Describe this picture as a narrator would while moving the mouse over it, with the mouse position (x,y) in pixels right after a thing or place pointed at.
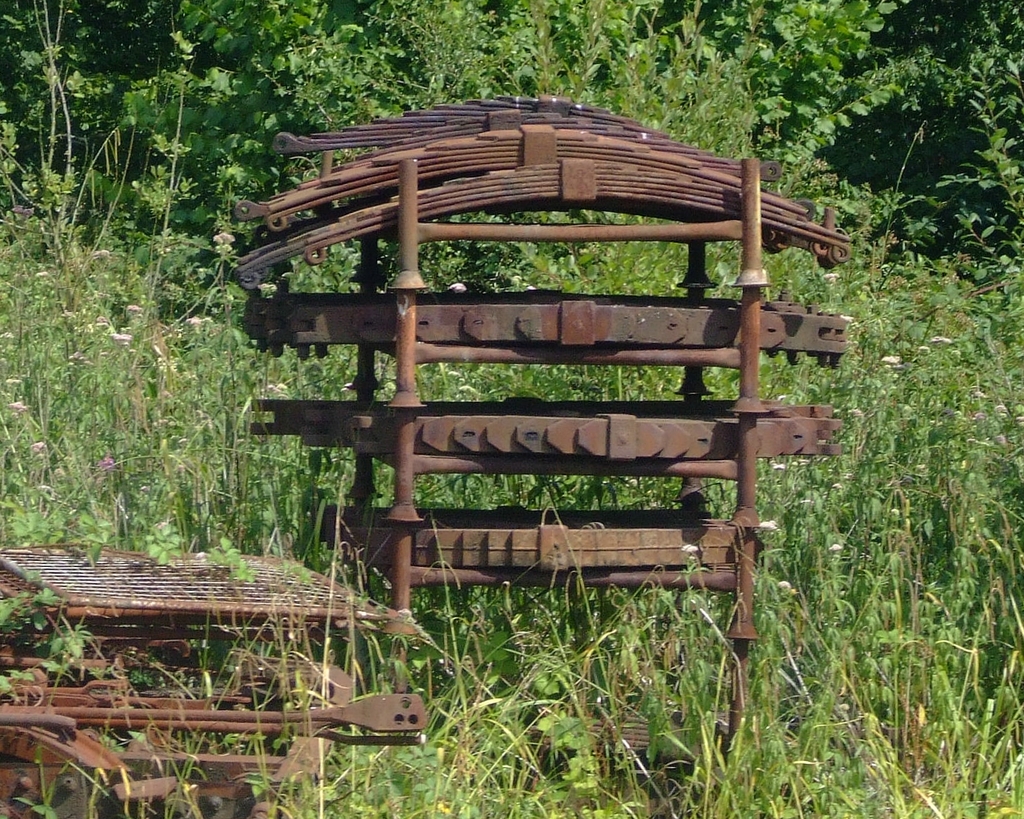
In this image there are few metal objects (211,758) on the land (705,693) having few plants (681,692) and trees (453,86) on it.
